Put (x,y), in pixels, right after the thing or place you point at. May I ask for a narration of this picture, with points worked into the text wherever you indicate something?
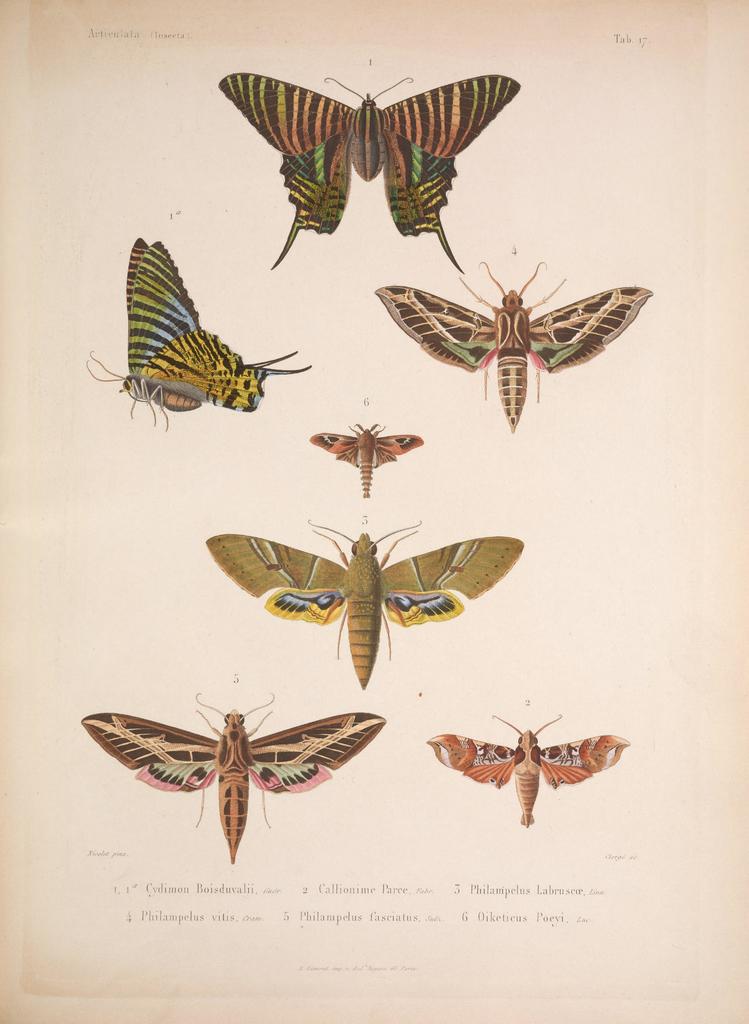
In this image I can see few colorful butterflies (337,543) and something is written on the paper (696,815).
